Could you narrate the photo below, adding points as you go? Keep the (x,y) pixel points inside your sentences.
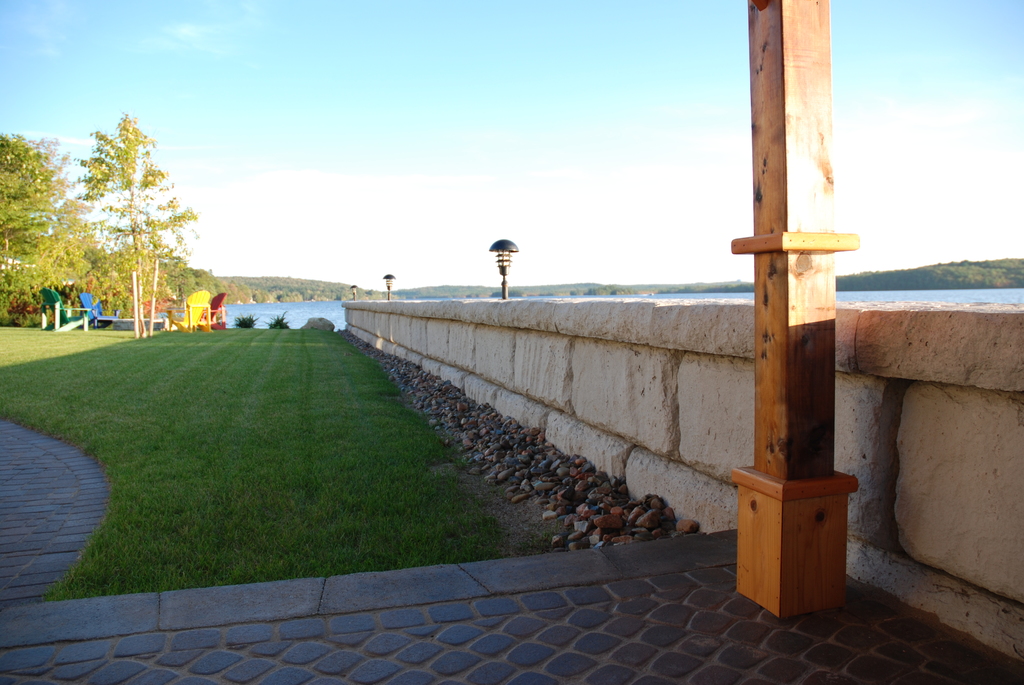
This is the grass (301,482). This looks like a wooden pole (786,471). These are the rocks (428,409). I think this is the compound wall (525,370) with the lamps (505,285) on it. I think these are the colorful chairs (193,317). I can see the trees (180,289) and the bushes (243,317). These look like the water (335,306). Here is the sky (628,133).
